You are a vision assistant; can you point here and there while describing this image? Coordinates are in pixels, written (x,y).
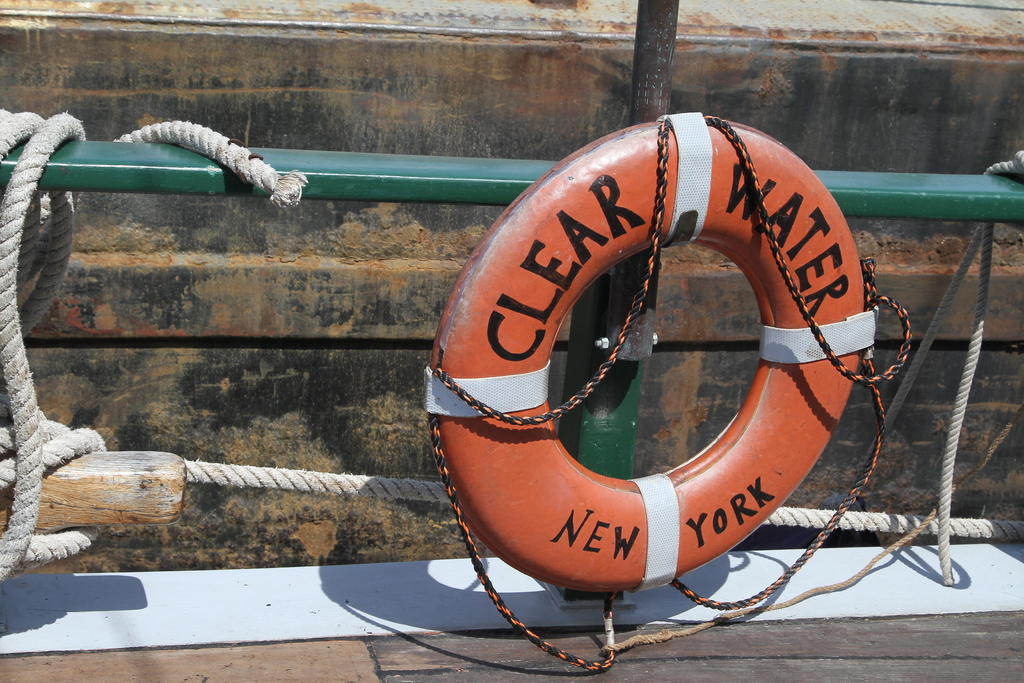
We can see tube (507,433) with belts (686,182) and wire (843,369). We can see ropes (206,477), rods (502,185) and wooden object (159,462).
